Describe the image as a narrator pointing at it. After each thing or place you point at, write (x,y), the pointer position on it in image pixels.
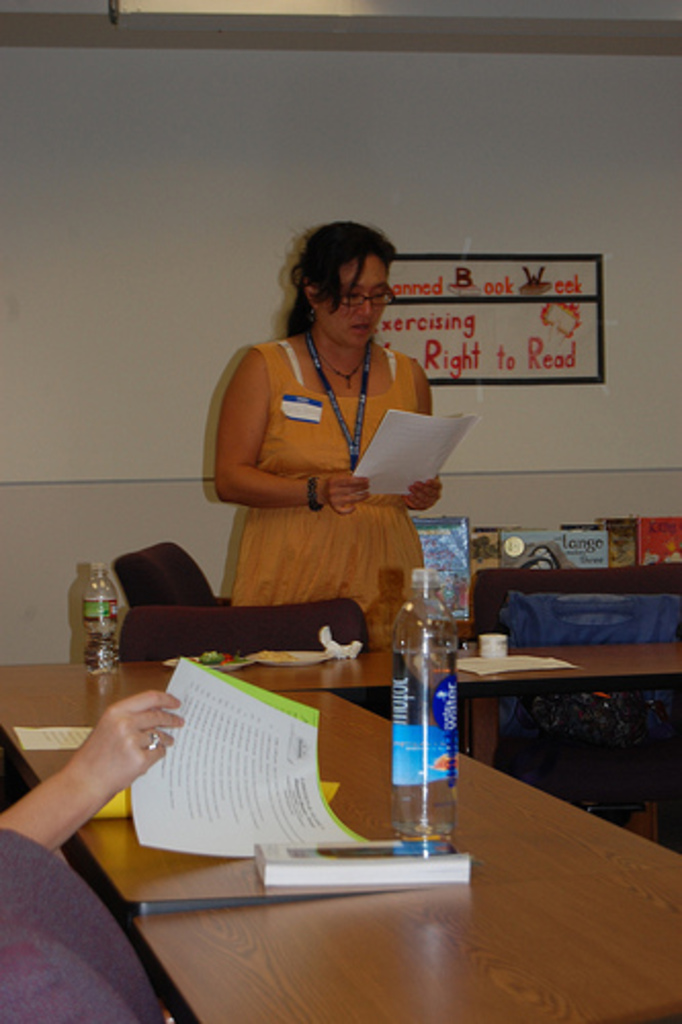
Here we can see a woman (369,507) standing, and holding a papers (378,478) in her hand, and in front (428,752) here is the table (372,663) and bottle (400,766) and papers (238,764) and some objects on it, and at back (459,93) here is the wall (53,456).
